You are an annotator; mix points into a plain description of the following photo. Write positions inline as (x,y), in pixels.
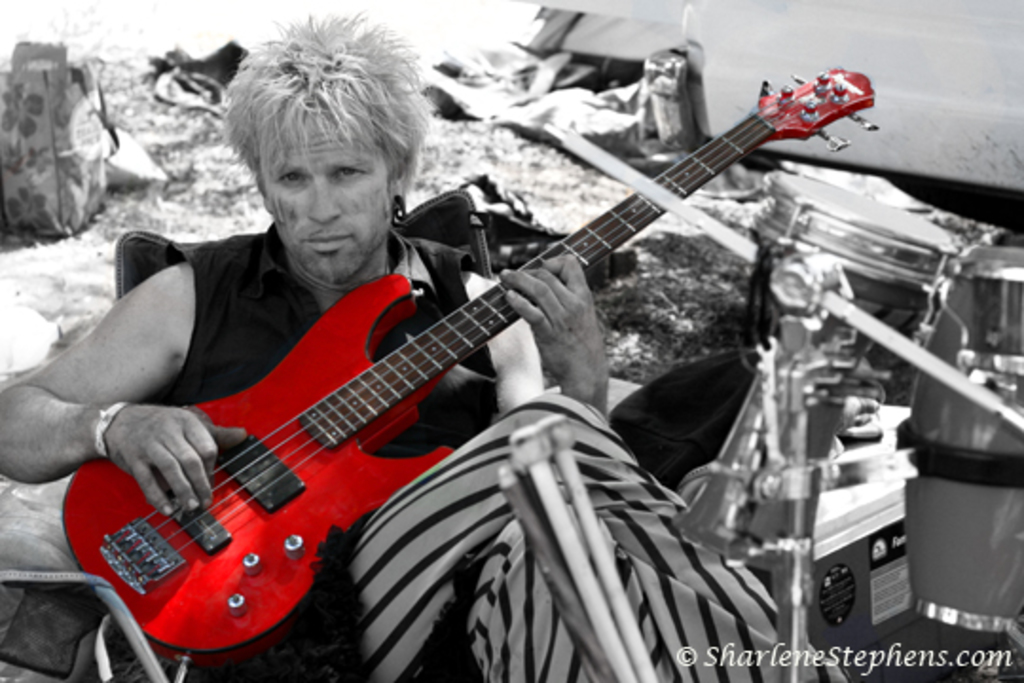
A man (212,308) is playing with the guitar (368,469). He wear a sleeveless shirt (222,363).
